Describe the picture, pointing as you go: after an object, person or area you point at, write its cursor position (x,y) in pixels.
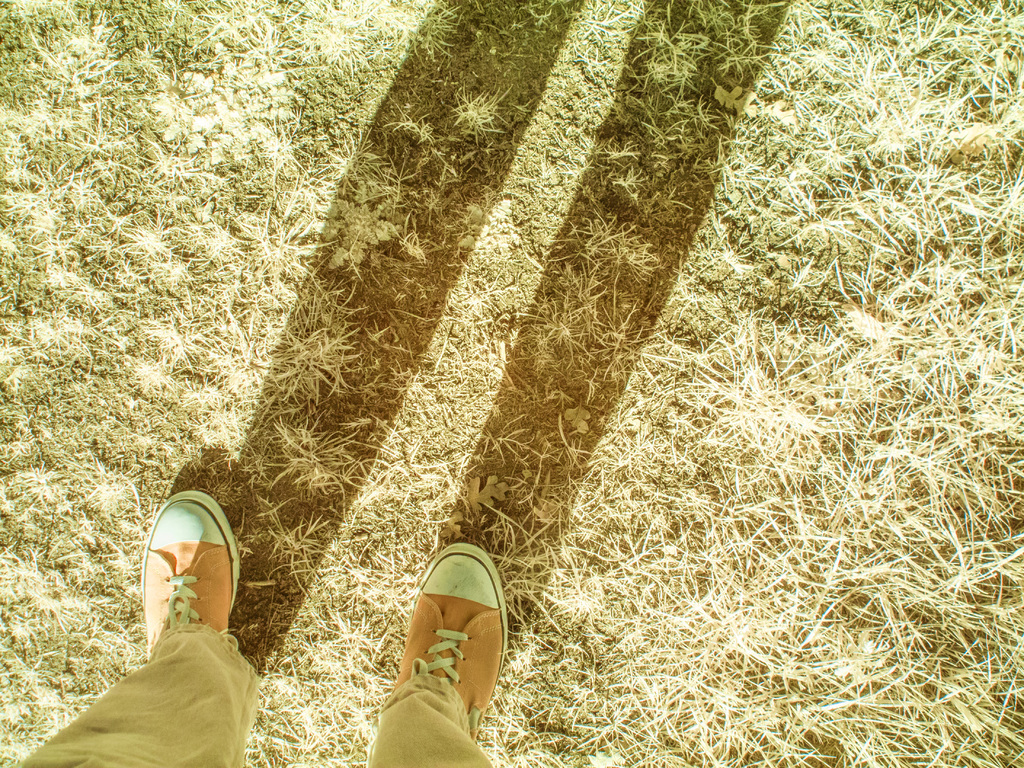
There are two legs (427,646) of a person (145,720) in the foreground area of the image (409,742) and shadow (381,224) on the grassland (540,137).
